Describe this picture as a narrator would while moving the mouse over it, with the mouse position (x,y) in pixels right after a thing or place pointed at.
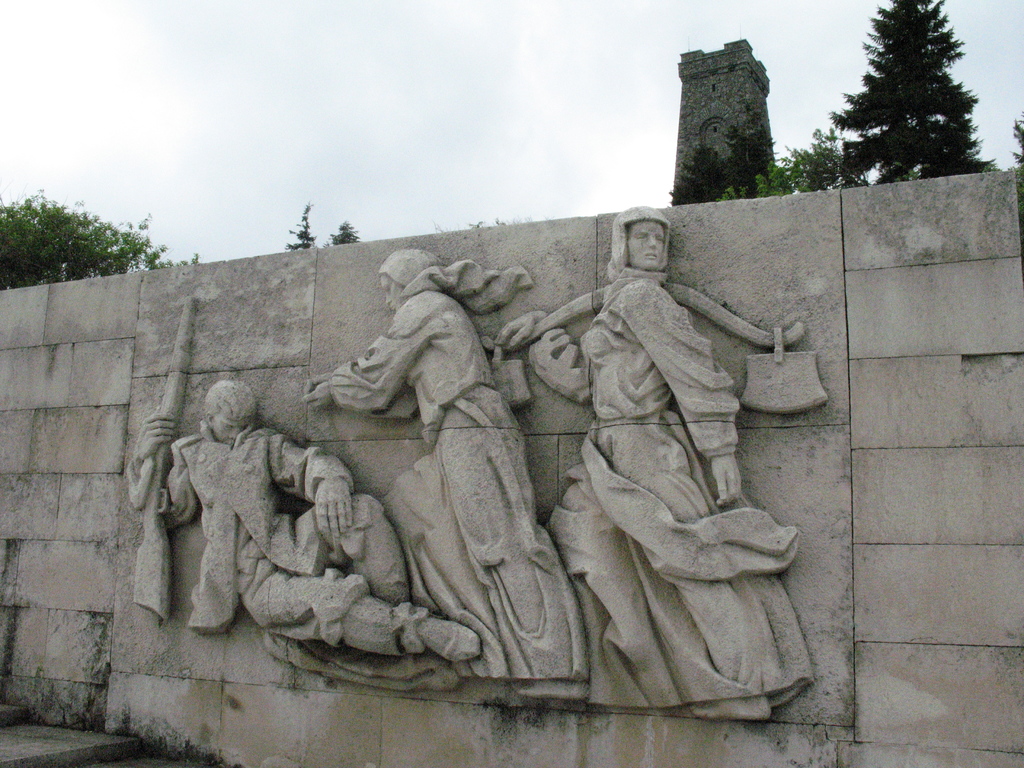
In this image we can see there is a sculpture (656,570) on a wall (57,560), at the back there are trees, there is sky (405,112) at the top (387,189).
